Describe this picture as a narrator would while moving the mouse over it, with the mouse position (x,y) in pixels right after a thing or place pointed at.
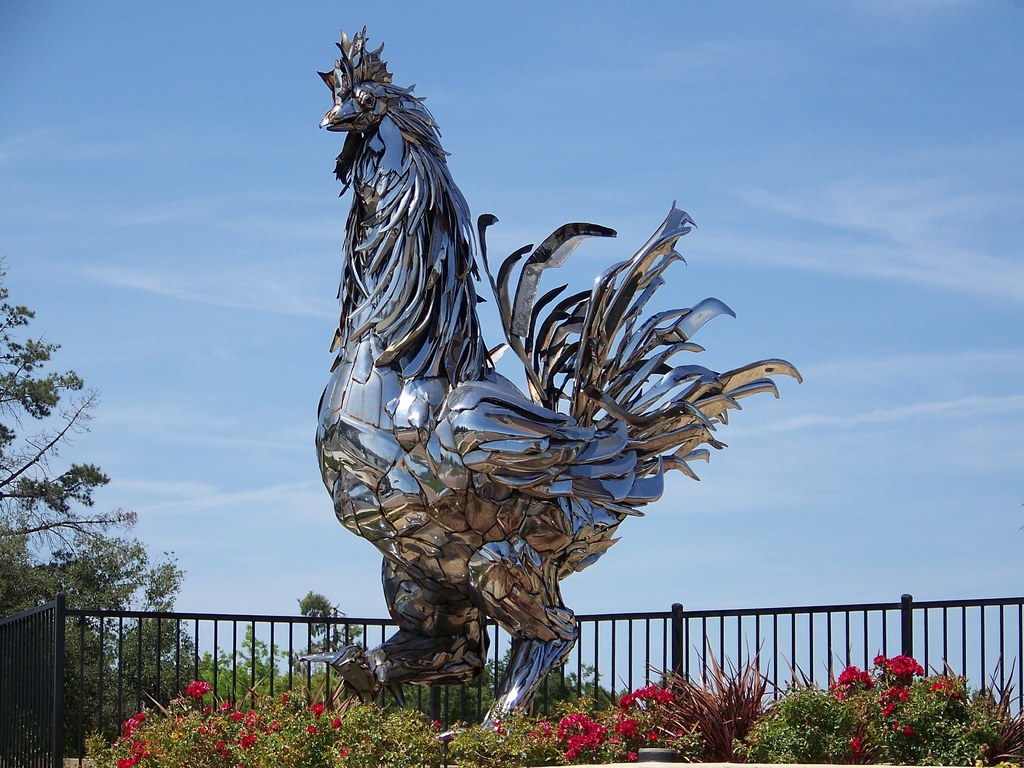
In this image we can see a sculpture (490,501), grills (314,667), plants (511,751), flowers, trees (131,570) and sky (189,563) with clouds (751,191).
